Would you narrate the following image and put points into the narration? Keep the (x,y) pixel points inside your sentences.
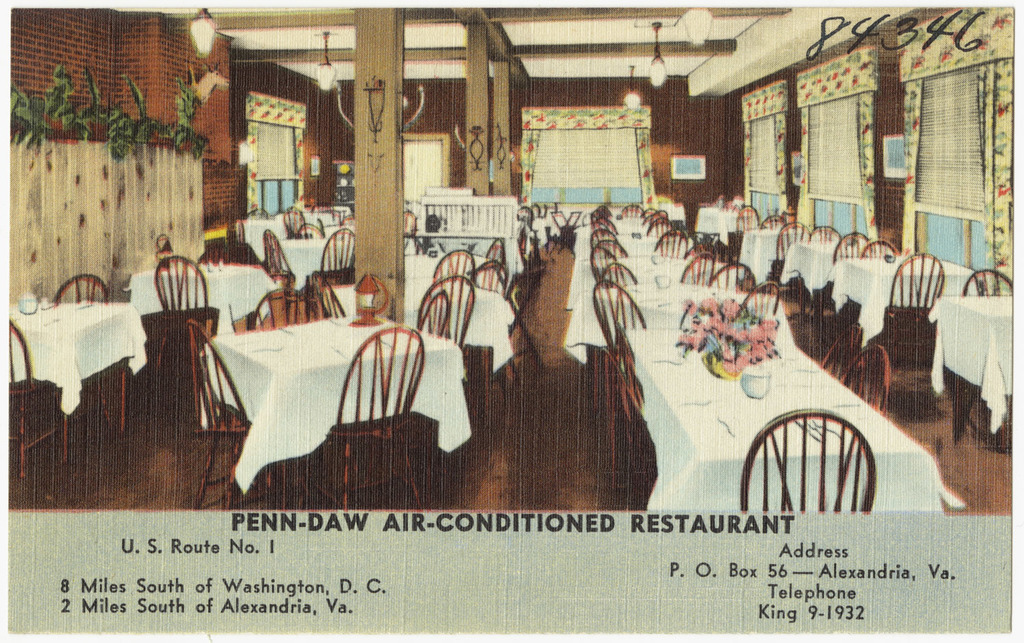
In this picture we can see some tables (662,347) and chairs (600,287), on the left side (181,137) there are plants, we can see lights (702,35) at the top of the picture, there are pillars (380,207) in the middle (368,218), we can see some text (734,563) at the bottom (748,567).
